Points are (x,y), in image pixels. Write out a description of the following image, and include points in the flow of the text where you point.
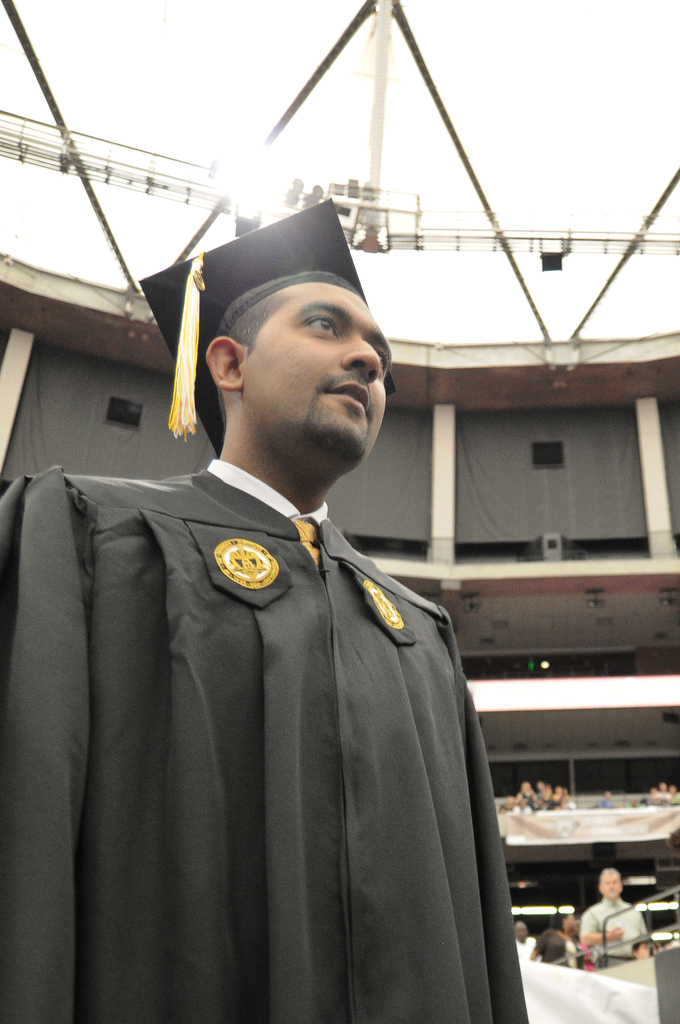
In this image there is a person (209,429) wearing a graduation dress (302,739) and a hat (211,386), behind the person (369,332) there is a building (516,557).
